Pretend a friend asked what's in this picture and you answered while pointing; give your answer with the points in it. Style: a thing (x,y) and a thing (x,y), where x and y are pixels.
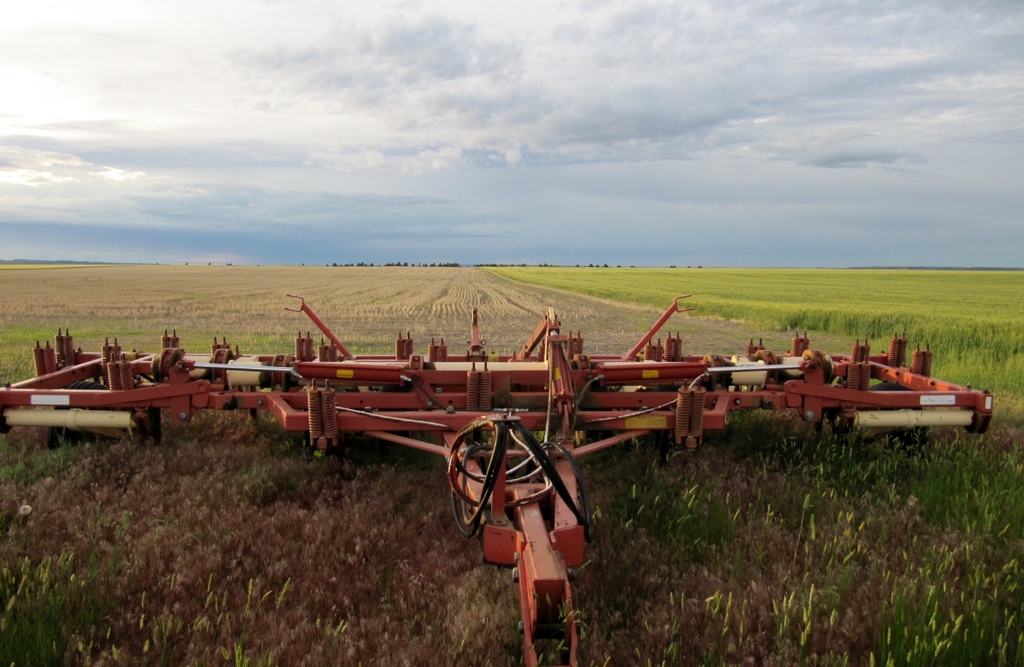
There is a field cultivator (614,401) in a field (430,278). There are trees (481,263) at the back (406,263) and sky (418,178) at the top (163,167).
